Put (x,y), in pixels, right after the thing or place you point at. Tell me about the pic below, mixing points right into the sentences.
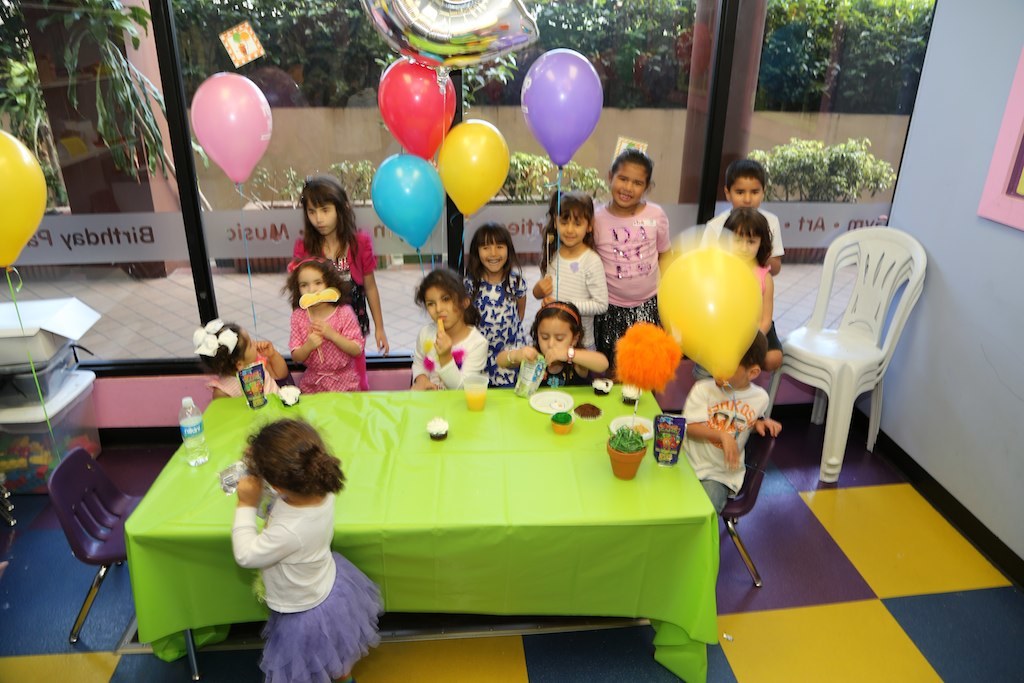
In this picture we can see children's (435,307) some are sitting on chair (751,443) and some are standing holding balloons (680,268) in their hand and in front of them there is table (479,411) and on table (258,416) we can see bottle (184,399), cup cake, glass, plate (540,393), flower pot (631,448), plastic cover (661,443) and beside to them chairs (848,394), boxes (43,357) and in background (103,96) we can see pillar (745,9), trees (778,29).
